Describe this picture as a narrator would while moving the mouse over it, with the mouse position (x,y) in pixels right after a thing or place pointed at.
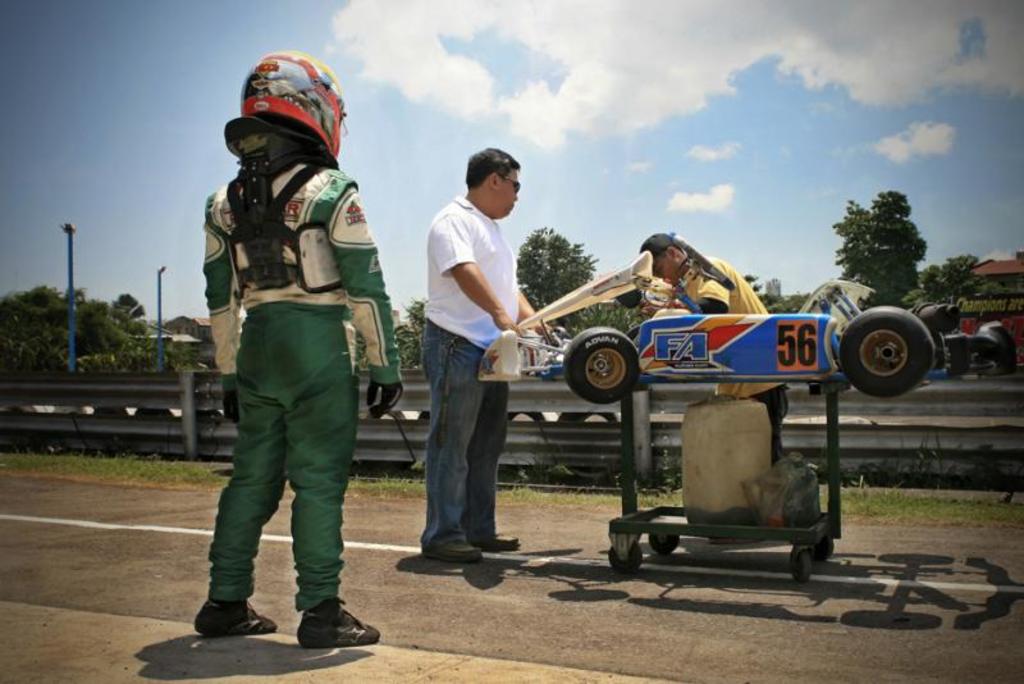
In the center of the image (533,316) two mans (752,291) are standing and holding a vehicle (732,352) present on a trolley (727,537). We can see container (742,445), wheels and some objects (788,493) are present. On the left side of the image (271,405) a person (301,312) is standing and wearing helmet (327,112). In the background of the image (117,301) we can see trees (130,319), electric light pole (159,332), buildings (196,328) are present. At the bottom of the image (452,619) road (470,608) is there. At the top of the image (585,117) clouds (583,102) are present in the sky (580,112).
